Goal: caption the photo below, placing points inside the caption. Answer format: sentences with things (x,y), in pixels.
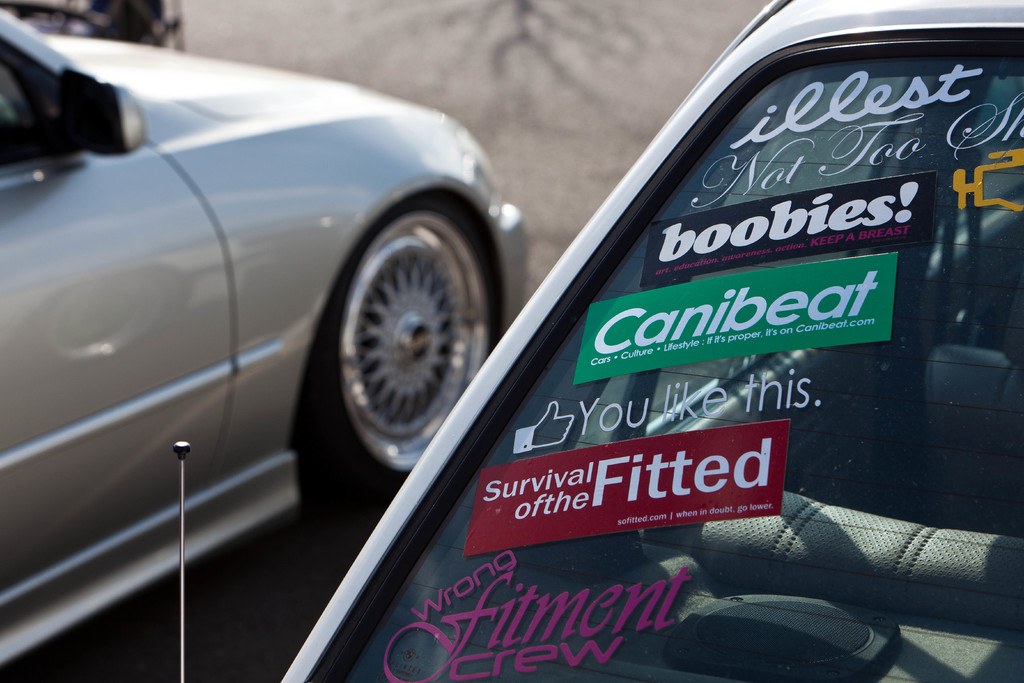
This image is taken outdoors. On the left side of the image (199,316) a car (208,289) is parked on the ground (476,78). On the right side of the image (833,272) a car (383,588) is parked on the ground (153,614). There are a few stickers (608,488) with a text (848,86) on the windshield (812,605) of a car (720,610).
